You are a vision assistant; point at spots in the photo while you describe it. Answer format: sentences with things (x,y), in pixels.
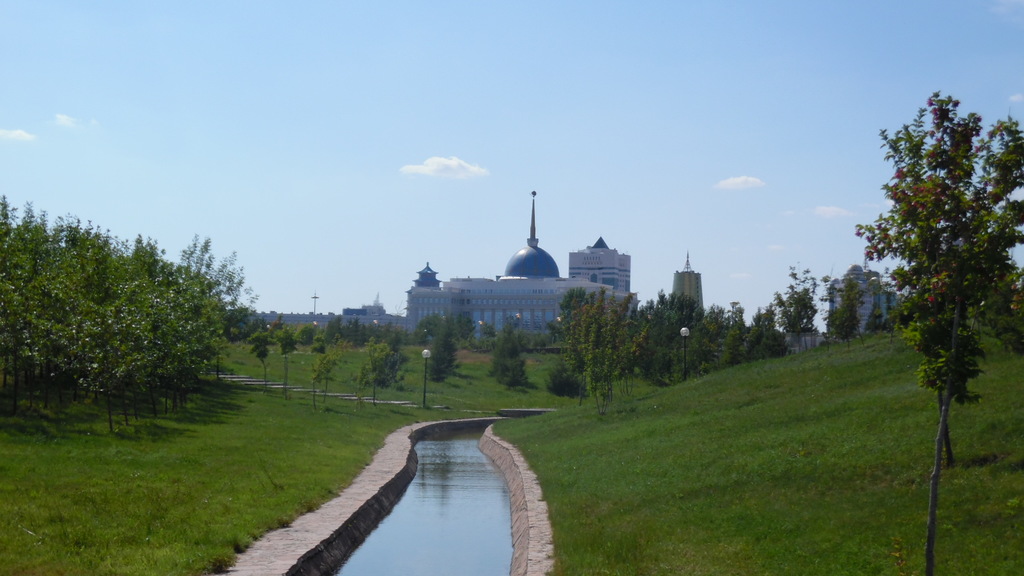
In this image we can see the trees (951,306), grass (681,428), beside that we can see water (410,559) and street lights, behind we can see the buildings (305,318), at the top (491,139) we can see the sky (460,99) with clouds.
